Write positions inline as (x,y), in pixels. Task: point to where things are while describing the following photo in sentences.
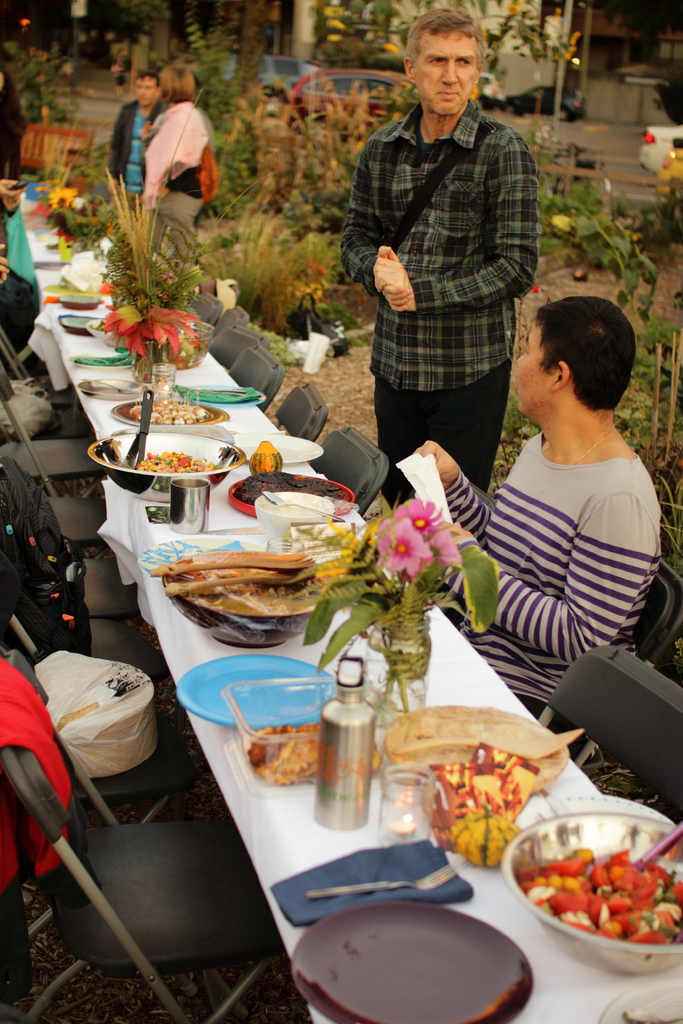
In the picture we can see a two persons (593,629), one person (393,501) is standing and one person (582,528) is sitting on a chair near the table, on the table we can see a white cloth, plates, bowls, food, bottles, and some decorative flowers (415,570) on it. In the background (675,419) we can see other two people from the far and plants (597,251).
